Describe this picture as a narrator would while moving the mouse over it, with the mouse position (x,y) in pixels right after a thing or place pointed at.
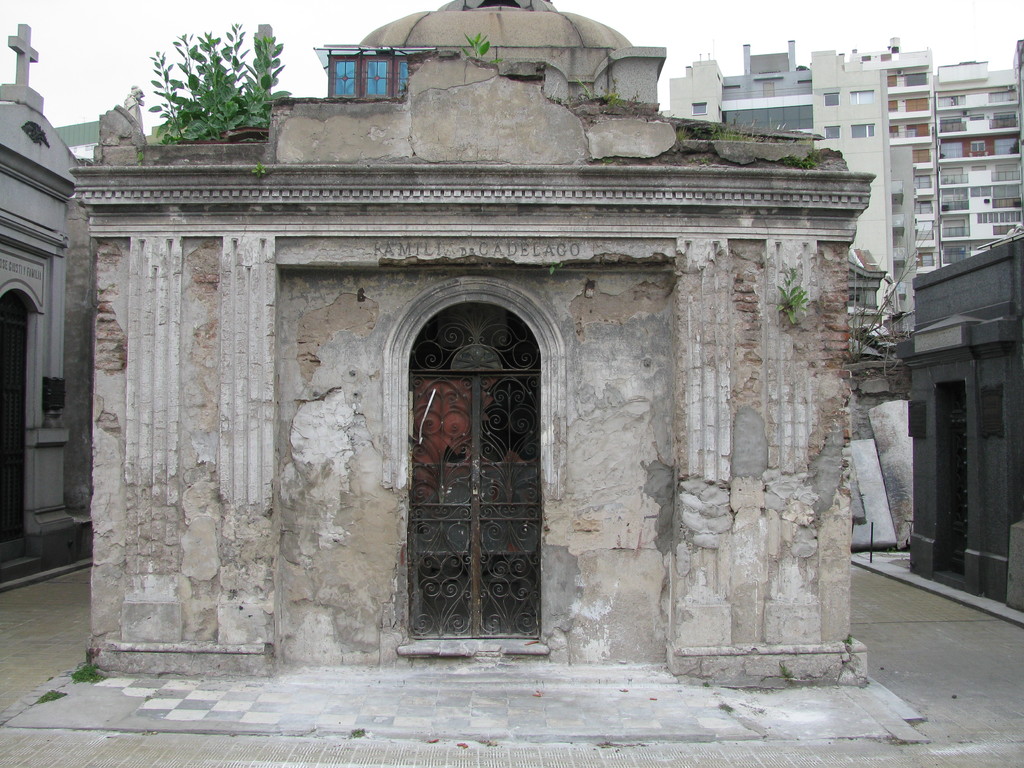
In this picture we can see buildings (871,86), plants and objects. In the background of the image (121,94) we can see the sky (225,29).
